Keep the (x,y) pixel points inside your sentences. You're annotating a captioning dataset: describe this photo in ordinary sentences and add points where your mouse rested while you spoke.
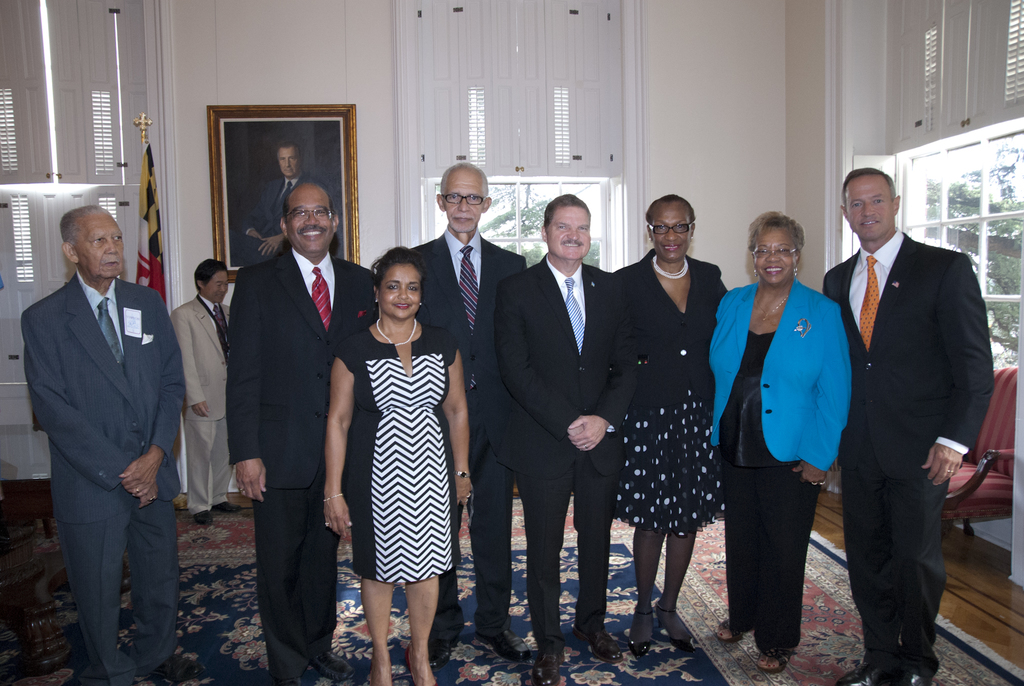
Here in this picture we can see a group of people (419,277) standing on the floor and we can see some of them are wearing spectacles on them and most of them are smiling and behind them on the wall (369,128) we can see photo frame (269,145) present and we can also see a flag post (145,242) present and we can see windows (995,281) present on the room (7,215) and we can see trees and plants (1015,205) through the windows (929,224).
